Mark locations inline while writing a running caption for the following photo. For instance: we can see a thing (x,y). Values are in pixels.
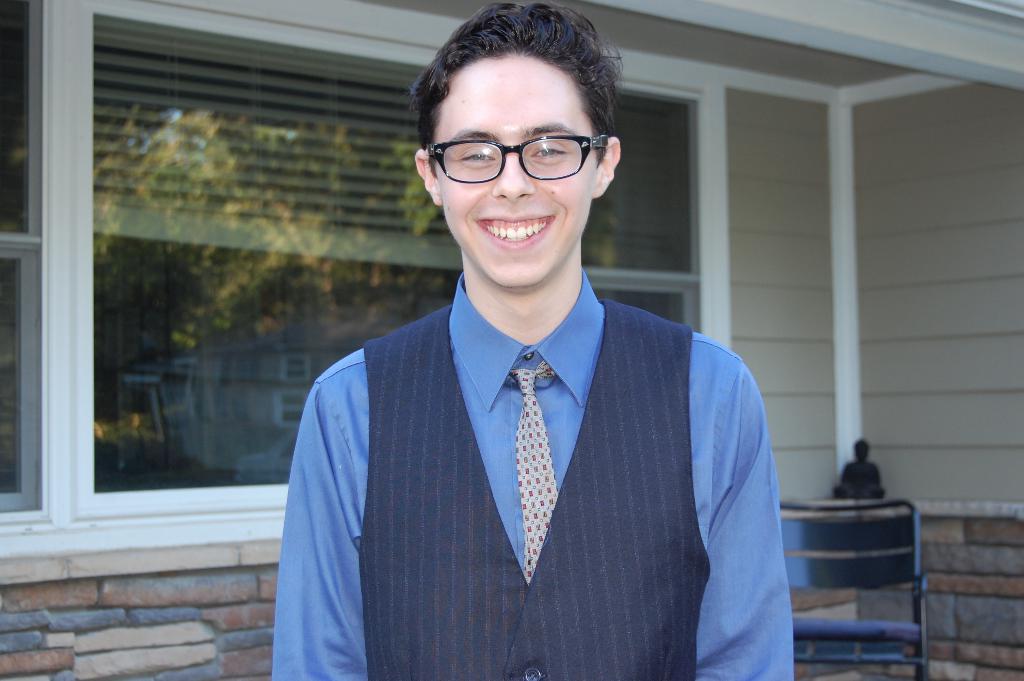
This is the man (459,533) standing and smiling. He wore a suit (475,495), shirt (514,484), tie (536,443) and spectacles (575,174). This looks like a window (110,188) with a glass door (312,228). I can see a small sculpture (868,492). This looks like a chair (908,626). I can see the reflection (231,317) of the trees (234,308) in the glass (233,314).
